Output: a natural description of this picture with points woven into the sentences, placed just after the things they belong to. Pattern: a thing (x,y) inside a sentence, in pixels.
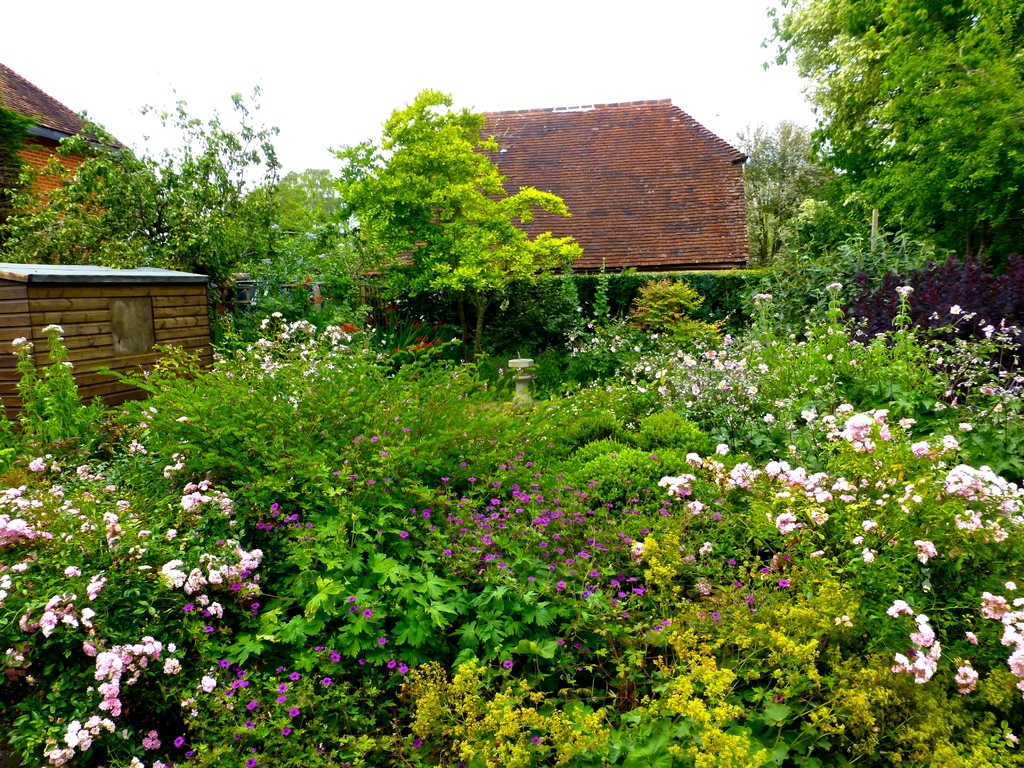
In Front (921,526) portion of the picture we can see few flower plants (477,491). At the top (564,39) we can see a sky (399,39). These are the houses (657,217). These are trees (432,239).
